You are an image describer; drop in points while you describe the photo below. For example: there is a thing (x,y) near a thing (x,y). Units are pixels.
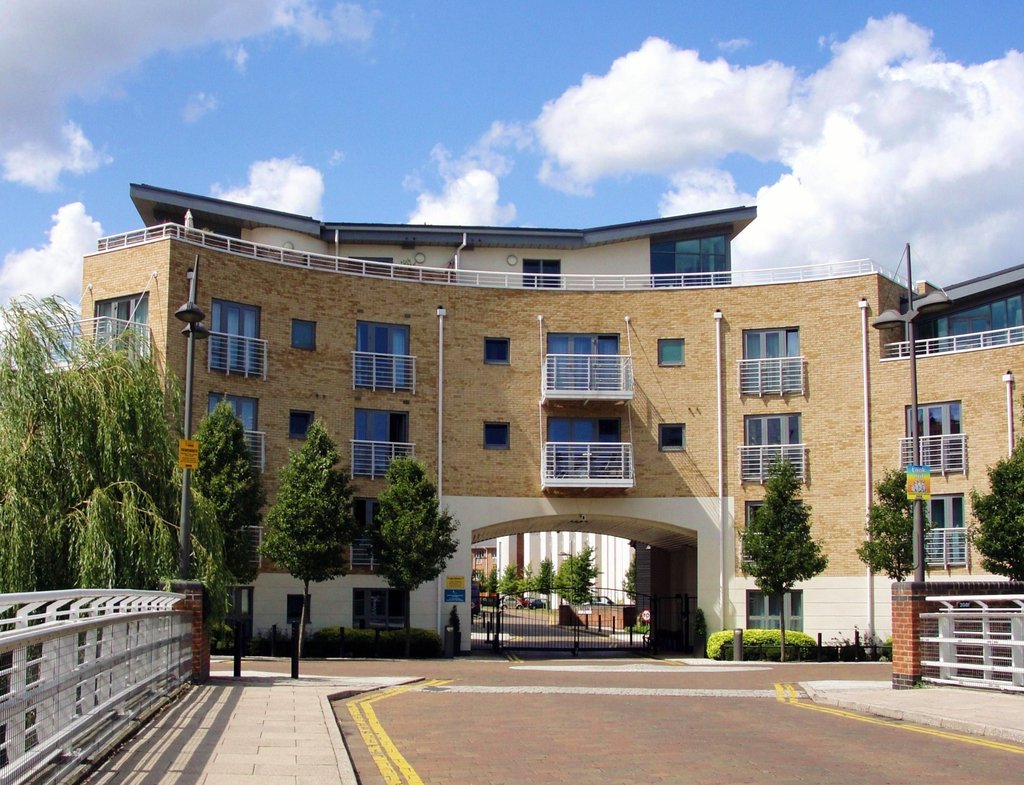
In this picture I can see the building (633,537). In front of the building (1000,446) I can see the trees (882,563), plants (325,634) and poles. In the center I can see the gate (632,630). In the bottom left (146,654) and bottom right (969,647) I can see the fencing (1002,660). At the top (365,111) I can see the sky (446,111) and clouds (63,96).
